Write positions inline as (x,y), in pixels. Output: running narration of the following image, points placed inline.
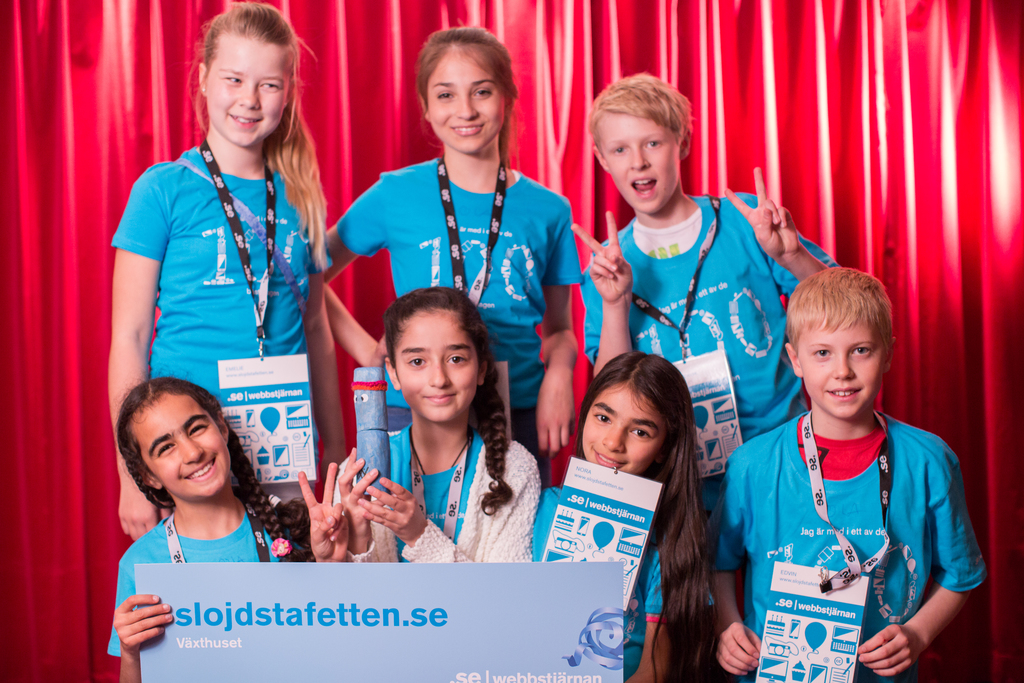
In the backdrop (581,60) there is a curtain (388,58). We can see girls (381,230) and boys (704,271) wearing blue t-shirts (724,310) and all are smiling.
